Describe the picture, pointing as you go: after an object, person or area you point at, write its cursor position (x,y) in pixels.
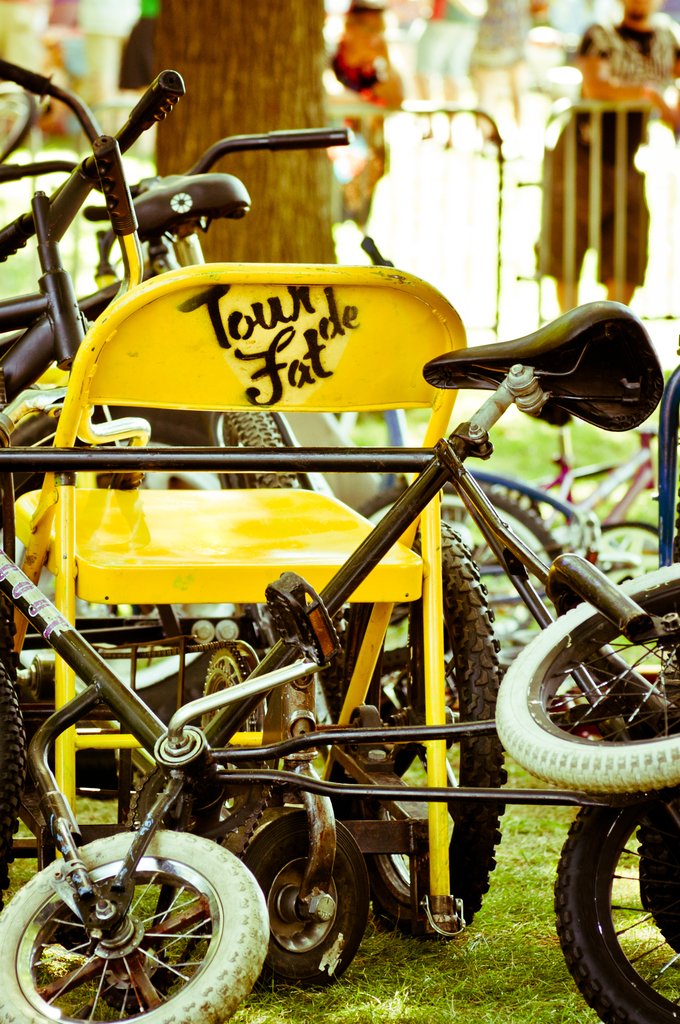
In the picture there are many cycles (43,216) kept in front of a tree (266,130) on the ground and the background of the tree (271,101) is blur.
